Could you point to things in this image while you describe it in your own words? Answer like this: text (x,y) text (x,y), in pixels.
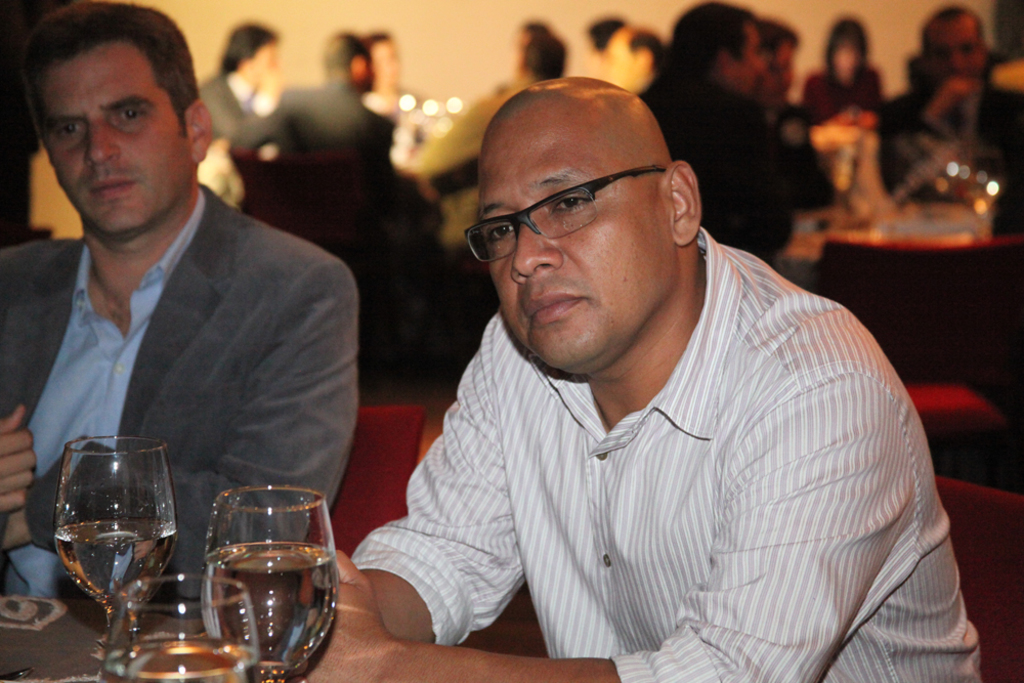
In this image we can see two persons (561,613) sitting and in front of them there is a table (208,638) with few glasses (246,603) and in the background (667,121), we can see some people (667,121) sitting and the image is blurred.
